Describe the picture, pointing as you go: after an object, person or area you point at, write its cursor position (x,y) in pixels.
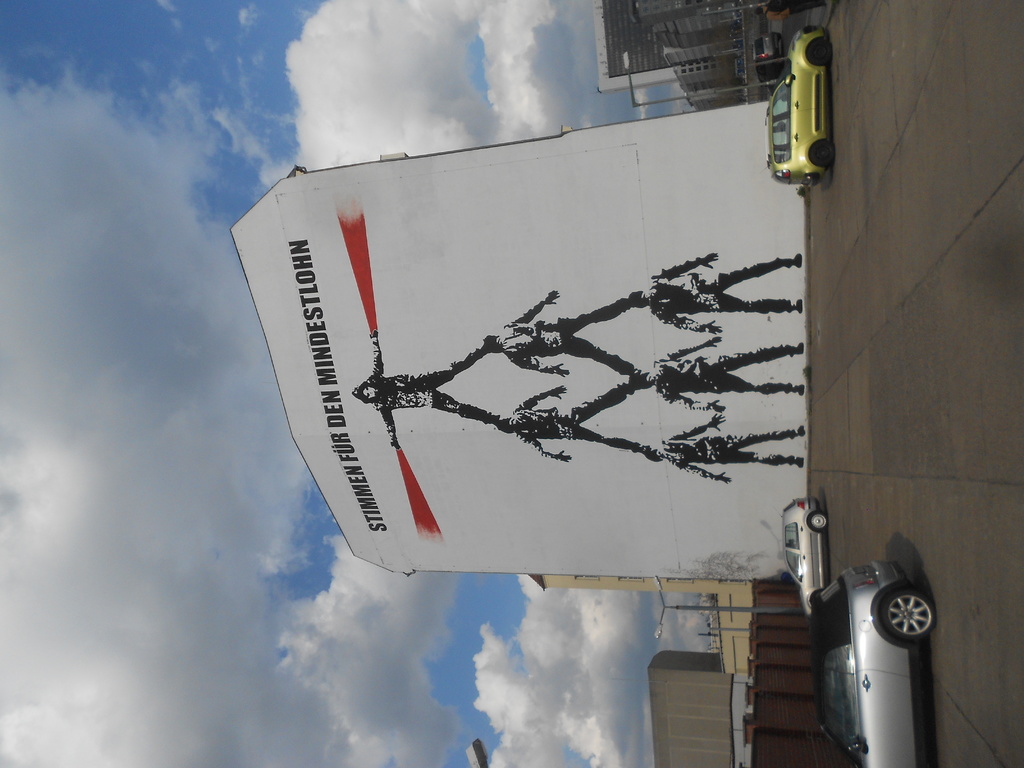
In this middle of the image (466,477), we can see paintings (670,462) on the wall (694,423). On the right side of the image (882,385), we can see vehicles (789,164), street lights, path (929,396), road (895,45) and buildings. In the background (199,9), there is the cloudy sky (239,416).
